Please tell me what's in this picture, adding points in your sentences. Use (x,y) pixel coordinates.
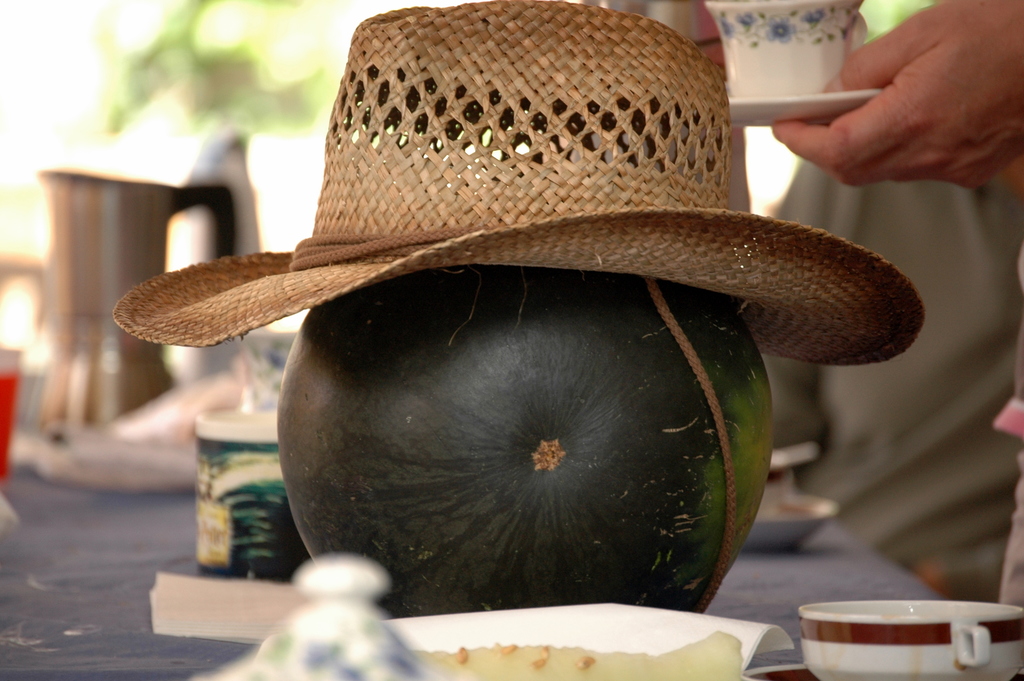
In the picture I can see a fruit (502,458) upon which I can see a hat (545,198) is placed on the surface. On the right side of the image (904,110) I can see a person's hand (881,127) holding cup (762,5) and saucer (782,99). The background of the image is slightly blurred, where we can see a few objects (186,602).
